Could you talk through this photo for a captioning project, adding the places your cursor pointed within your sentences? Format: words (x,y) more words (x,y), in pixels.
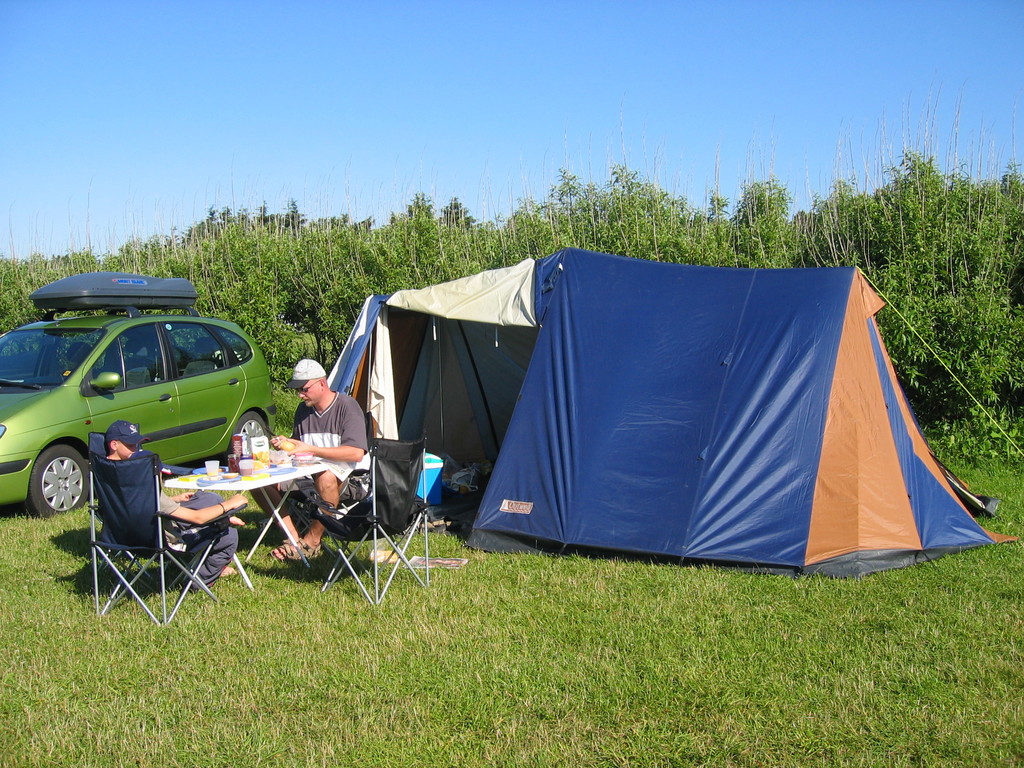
Here we can see a two person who are sitting on a chair (376,582). There is a car (169,453) parked here and we can observe a tent (673,445) here. In the background (889,222) trees (596,234) and a clear sky (547,196).
